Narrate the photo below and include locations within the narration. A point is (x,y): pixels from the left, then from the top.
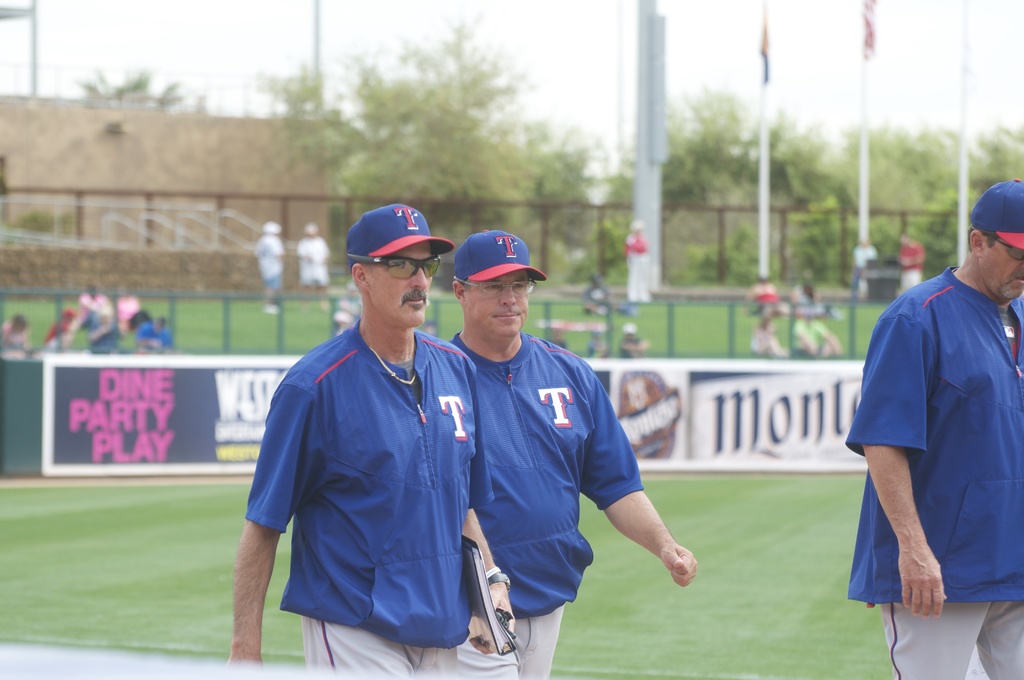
In this picture there is a man (413,238) who is wearing cap (396,211), spectacle (427,265), t-shirt (353,591), watch (498,580), band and trouser (424,667). He is holding a book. Beside him there is another man (610,485) who is walking. On the right (948,324) there is another man (943,336) who is standing on the ground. In the background (770,335) we can see many peoples (817,321) were sitting and standing on the grass (654,322). beside them i can see the posters (786,365) and banners (792,383) on the fencing (723,355). In the right (762,144) background (663,38) i can see some poles (866,100) and flags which is near to the fencing (842,203). In the left (119,111) background (138,166) i can see the buildings (206,179). Beside that i can see many trees (696,155) and plants (881,223). At the top (184,6) there is a sky (175,20).
